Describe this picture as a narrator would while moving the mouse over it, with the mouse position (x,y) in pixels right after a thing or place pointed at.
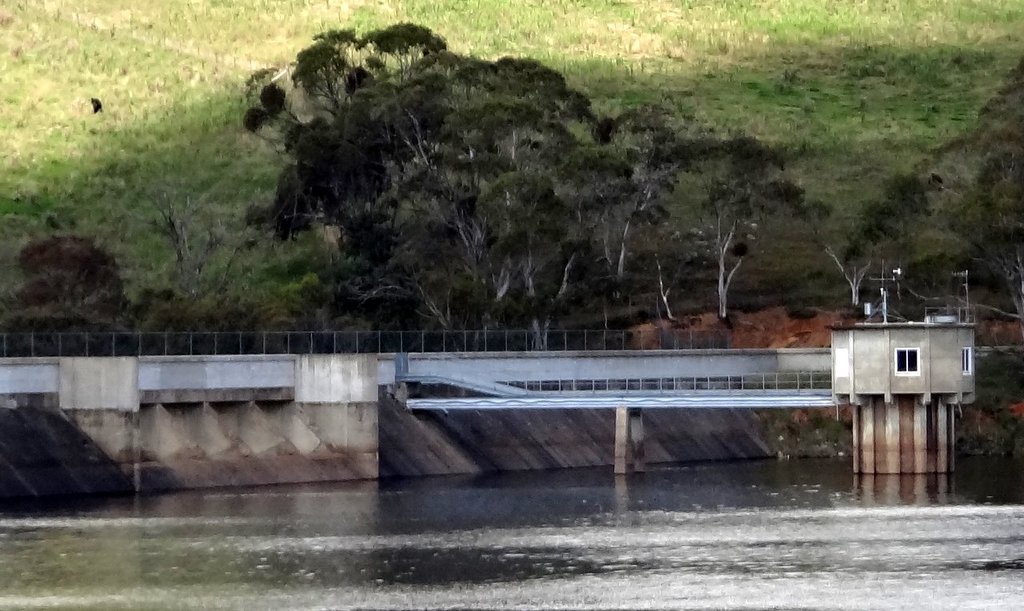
In this picture I can observe a river (425,520). There are some trees (370,219) and plants (122,185) on the land (204,48). On the right side (939,367) I can observe a cabin (915,340).
